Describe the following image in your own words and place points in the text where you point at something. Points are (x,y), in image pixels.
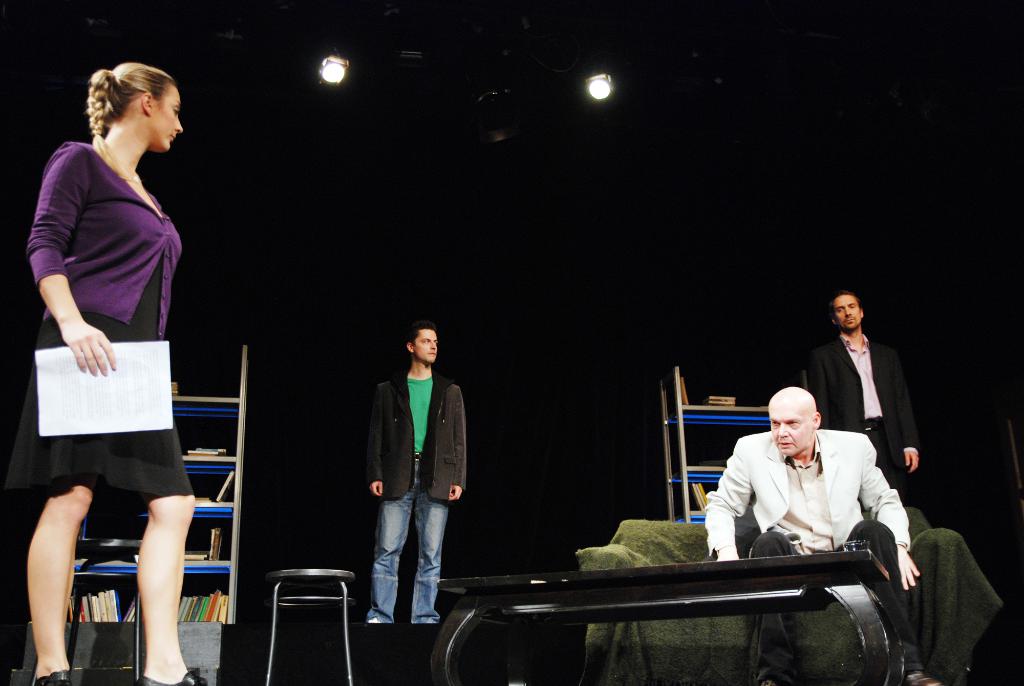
In this image, we can see persons (410,419) wearing clothes (101,248). There are racks (720,411) contains some books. There is a table (623,614) and stool (298,570) at the bottom of the image (497,583). There are lights (601,83) at the top of the image (335,61). There is a person (153,252) on the left side of the image (138,252) holding a paper (151,376) with her hand (89,370).
